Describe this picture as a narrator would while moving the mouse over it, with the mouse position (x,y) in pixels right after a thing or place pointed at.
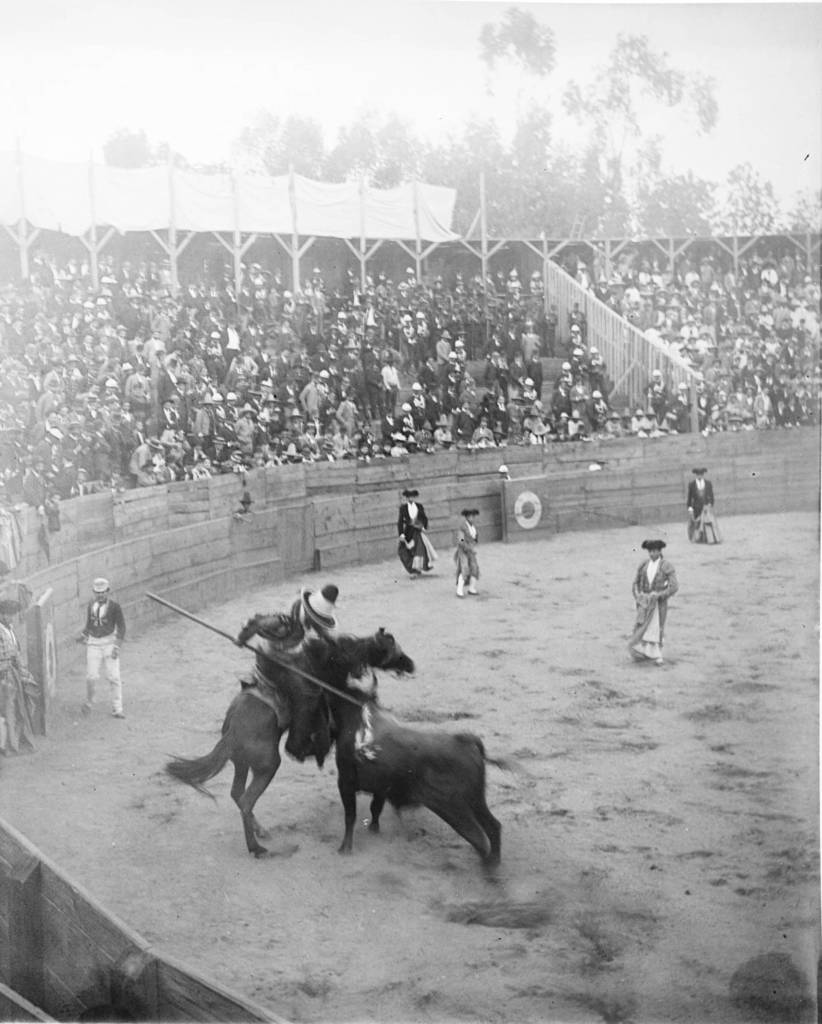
In this image, we can see a person (294,674) sitting on the horse (257,709), we can see a bull (440,782), there are some people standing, we can see the wall (117,574), there are some people (374,365) standing and watching the bull (426,782), there are some trees (620,221).
